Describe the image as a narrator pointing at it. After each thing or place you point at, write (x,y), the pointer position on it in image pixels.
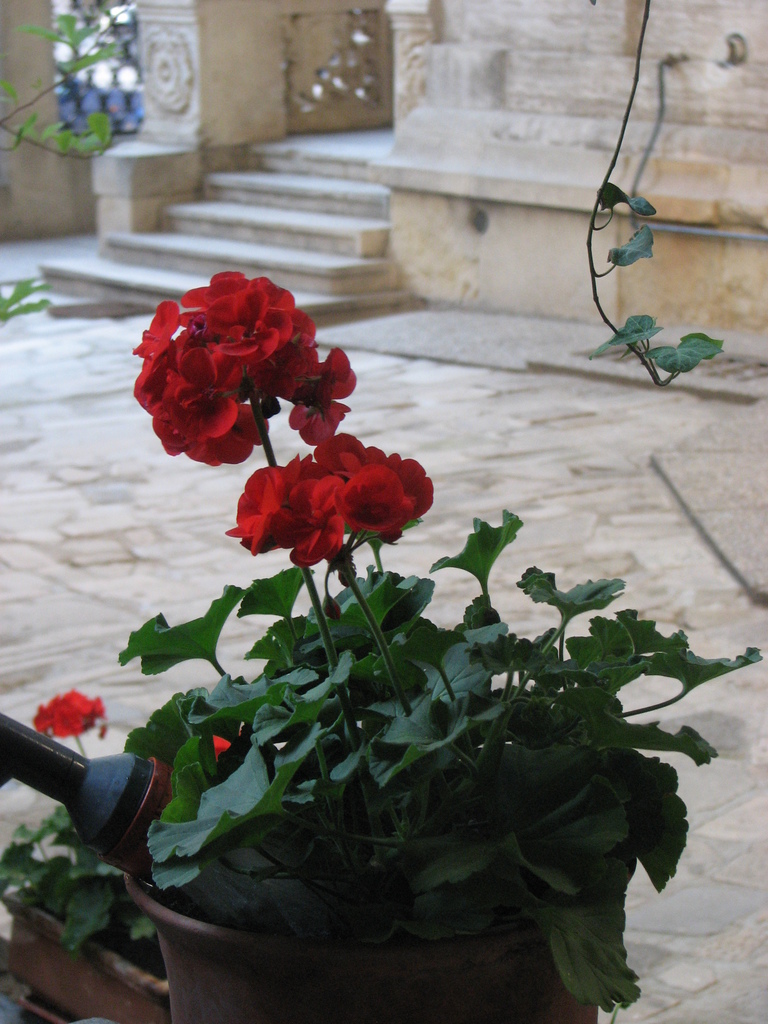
In this image I can see few flowers (296,482) which are red in color to plants (373,697) which are green in color. I can see a black colored object (120,802) and in the background (193,511) I can see the floor (124,523), few stairs (193,288) and a building (551,18).
